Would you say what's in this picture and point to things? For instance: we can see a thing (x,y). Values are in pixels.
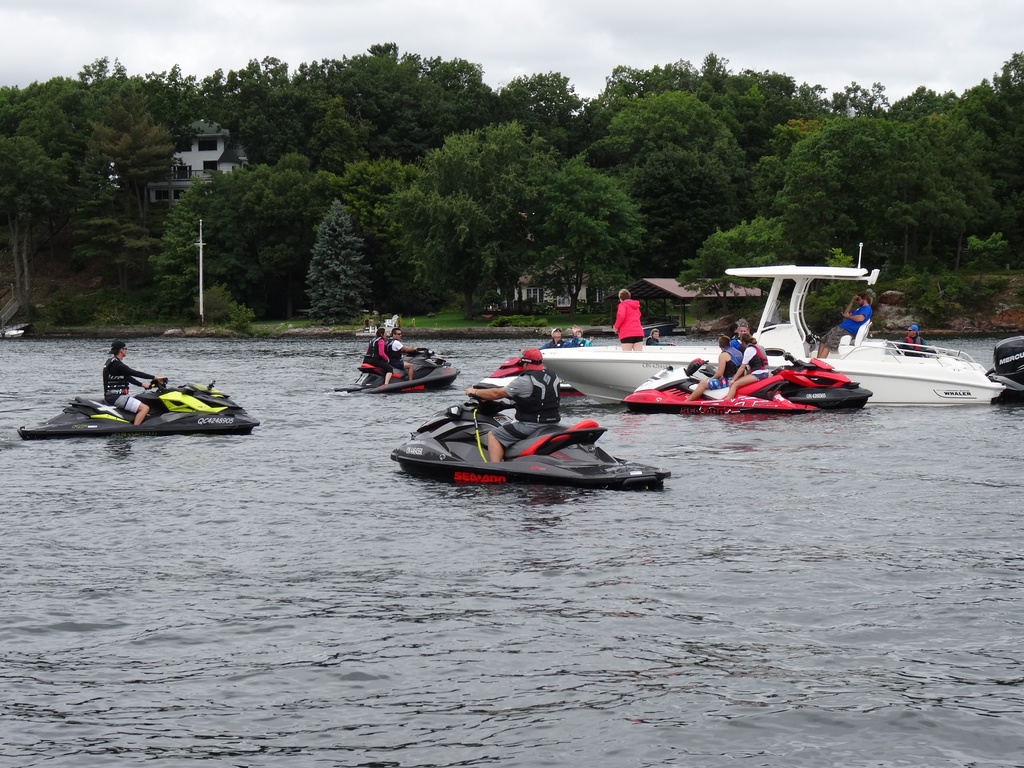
In this picture there are people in boats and we can see water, trees (534,206), house (172,191), shed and building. In the background of the image (590,54) we can see the sky (595,77).
